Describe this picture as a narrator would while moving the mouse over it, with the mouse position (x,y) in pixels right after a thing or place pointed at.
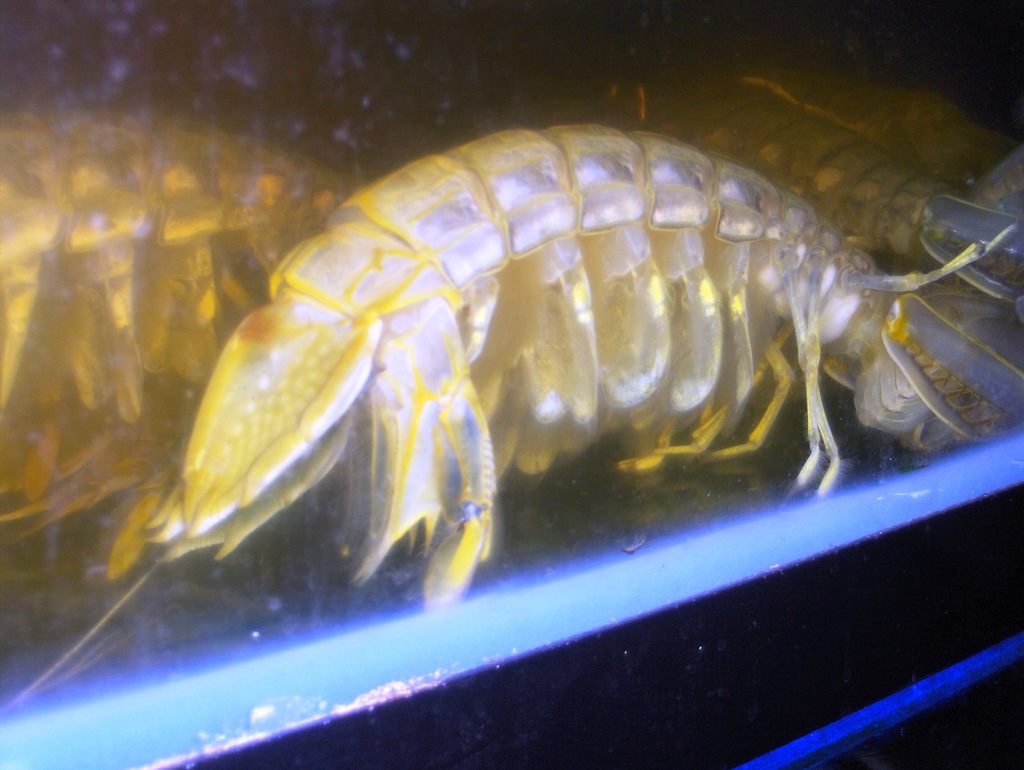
The picture consists of shrimps (59,194) in a water body (299,595).
